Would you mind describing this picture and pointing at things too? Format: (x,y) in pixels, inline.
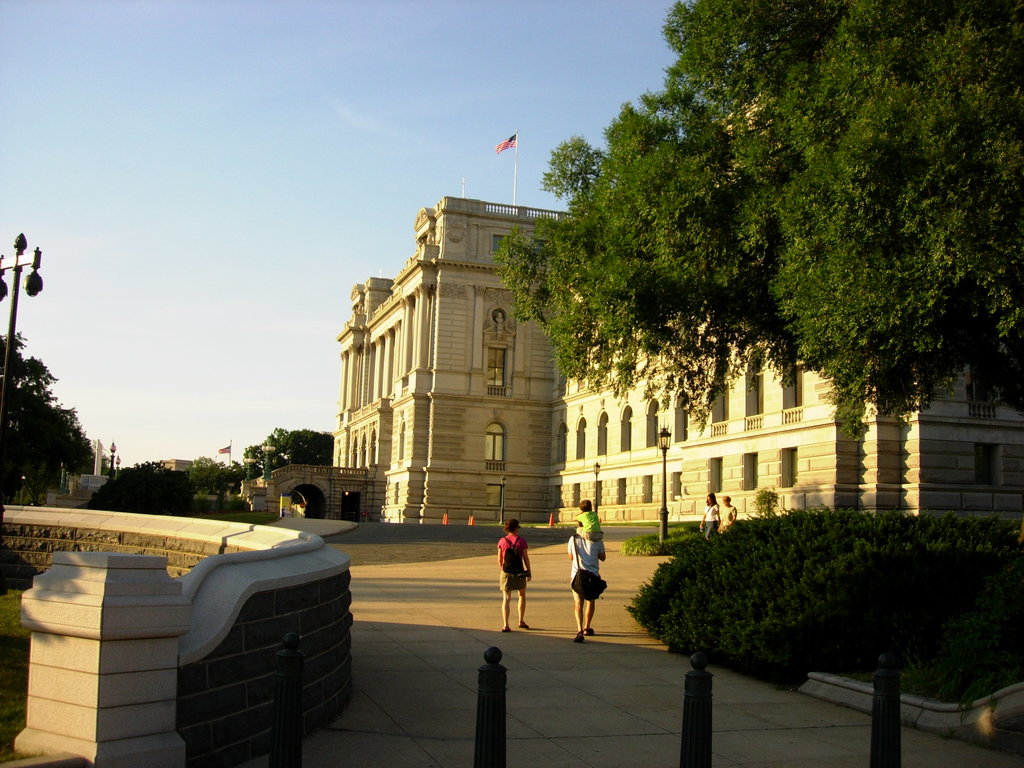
In this image there is a building (514,478). On the building (738,464) there is a flag (510,146), in front of the building (733,478) there are a few people (580,552) walking on the path (559,531), one of them is holding a baby (597,534) on his shoulder (597,547). On the left side of the image (175,562) there is a wall (130,639) and there are plants (7,464), trees (67,436) and in the background (182,219) there is the sky (306,44).
